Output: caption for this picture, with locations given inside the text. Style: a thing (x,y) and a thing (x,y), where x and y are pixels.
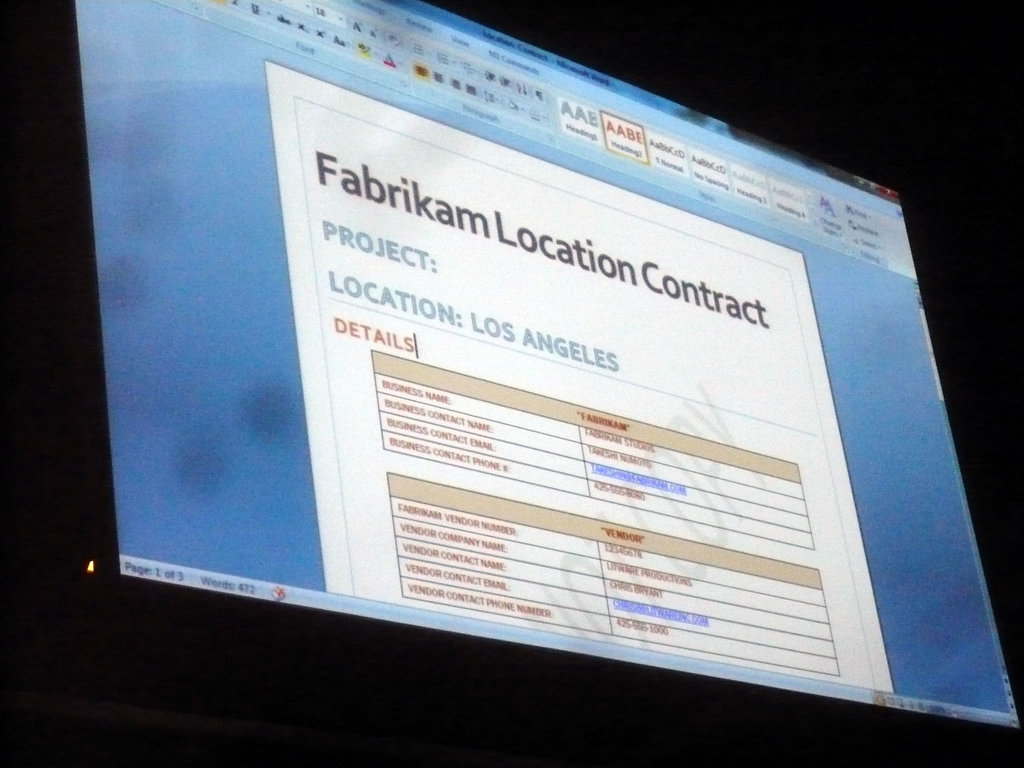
We can see screen (517,420), in this screen (558,609) we can see some information (366,182). In the background (516,26) it is dark.
